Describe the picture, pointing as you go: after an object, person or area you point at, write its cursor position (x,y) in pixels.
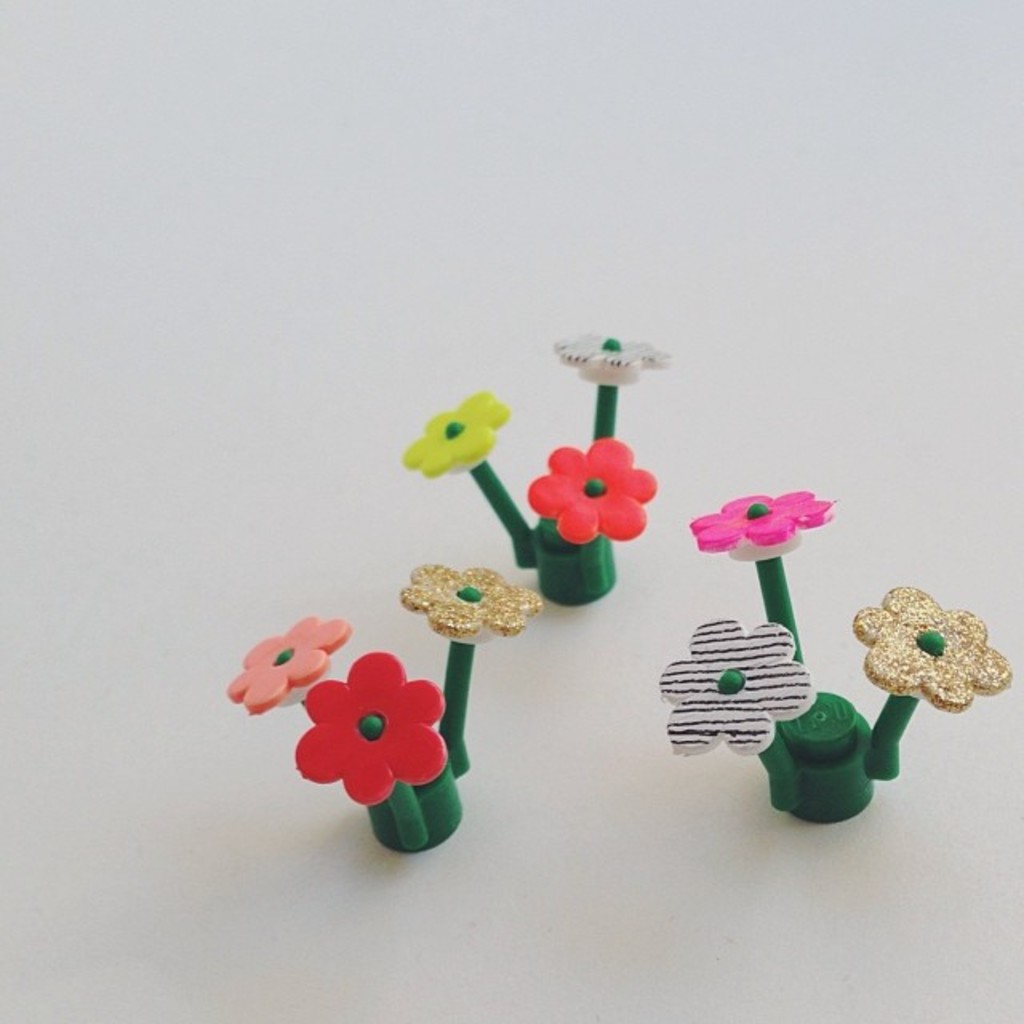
In this image we can see artificial flowers (615,454) on a surface (492,230).
